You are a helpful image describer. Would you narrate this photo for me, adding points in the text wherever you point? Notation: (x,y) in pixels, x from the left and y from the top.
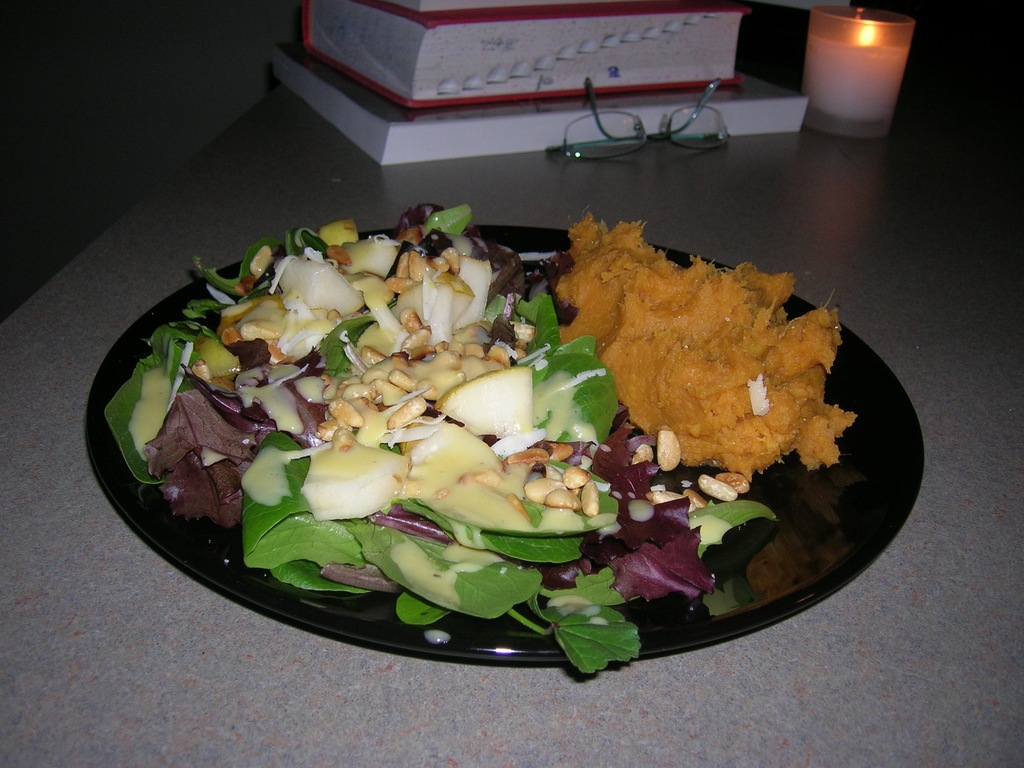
In the picture I can see some food items (522,407) is kept on the black color plate (878,465), I can see books (544,13), spectacles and a candle (853,83) are kept on the surface (36,744).
